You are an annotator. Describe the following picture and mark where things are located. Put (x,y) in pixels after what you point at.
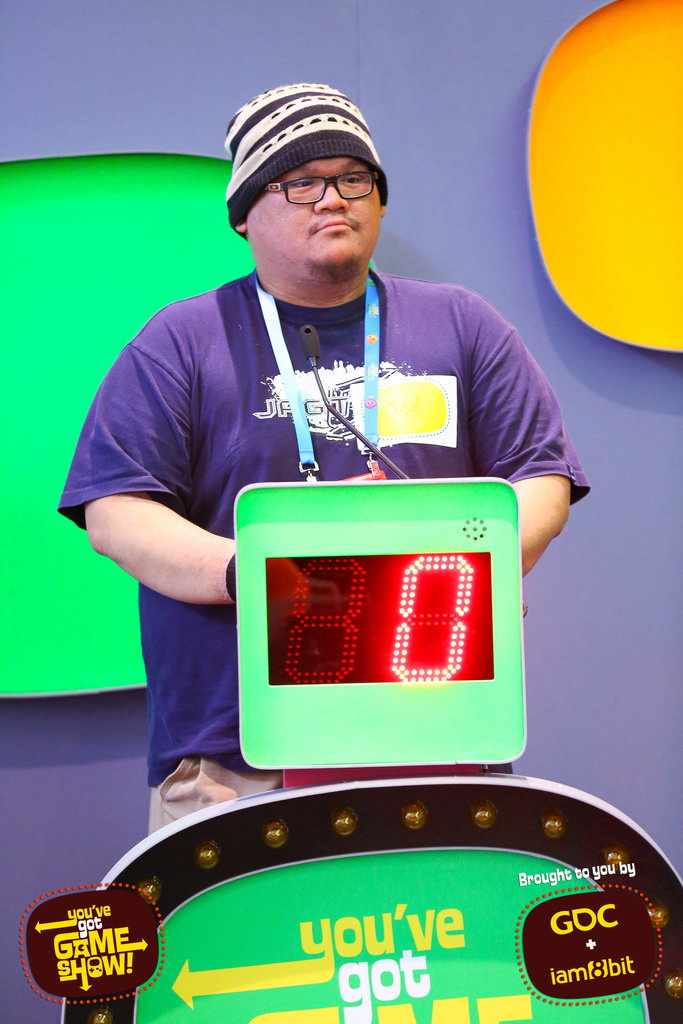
This image consists of a man (219,555) wearing a blue T-shirt (207,486). He is also wearing a tag (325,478). In front of him, there is a machine (273,753) to which there is a digital display (296,618). In the background (118,573), there is wall (405,39). On the left (107,337) and right, we can see two colors green and yellow.
